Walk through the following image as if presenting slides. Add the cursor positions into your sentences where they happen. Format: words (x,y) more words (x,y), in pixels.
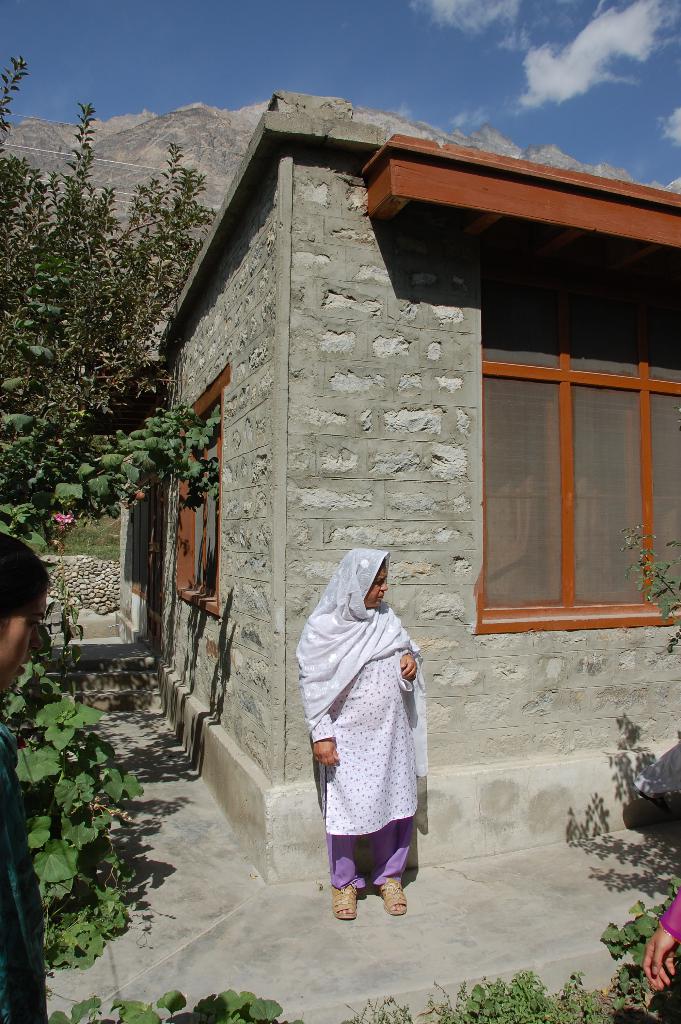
In the picture we can see a part of the house (276,649) with two windows (595,621) and a woman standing near it and around the house (487,727) we can see the plants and behind the house (331,149) we can see the part of the hill (513,150) and in the background (562,139) we can see the sky (327,15) with clouds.
